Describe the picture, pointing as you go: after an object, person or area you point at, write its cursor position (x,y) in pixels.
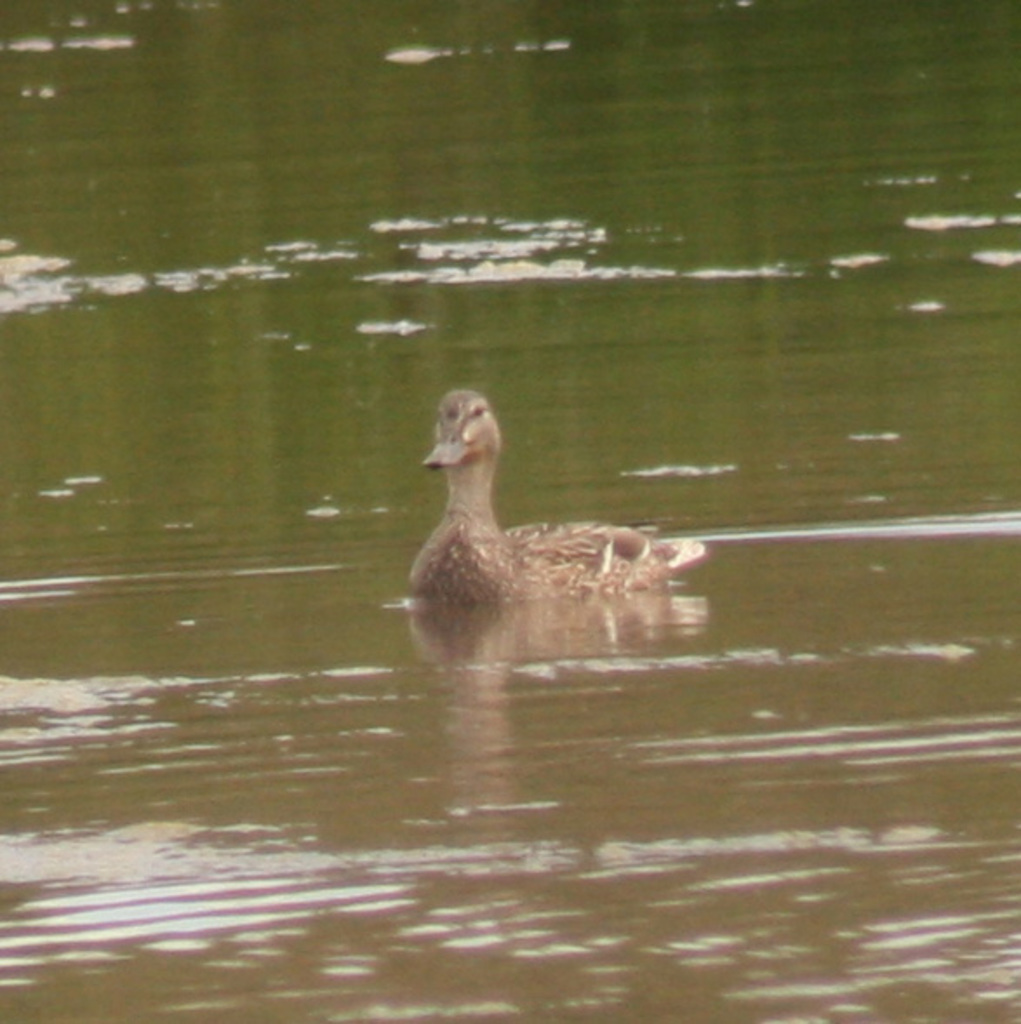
In this image we can see a duck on the water (503,695).
